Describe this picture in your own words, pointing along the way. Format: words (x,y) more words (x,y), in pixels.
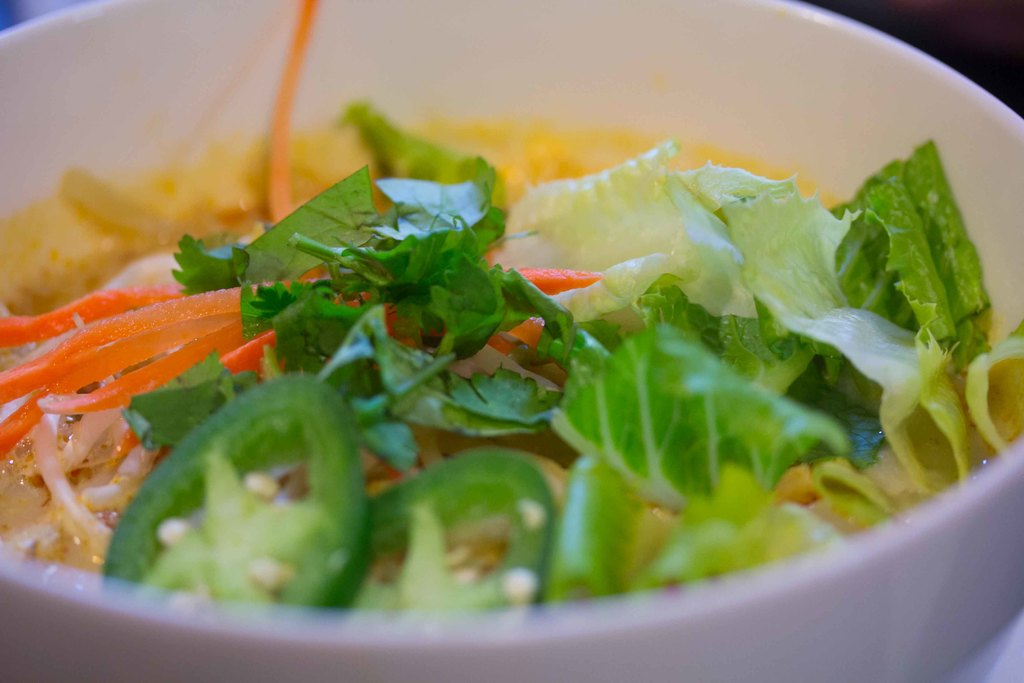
In this image there is a bowl (737,87). There is food (233,269) in the bowl (109,588). In the food (46,424) there are onions (94,435), carrots (143,319), jalapeno (489,510), parsley (224,278), cabbage (696,210) and lettuce (817,363).
